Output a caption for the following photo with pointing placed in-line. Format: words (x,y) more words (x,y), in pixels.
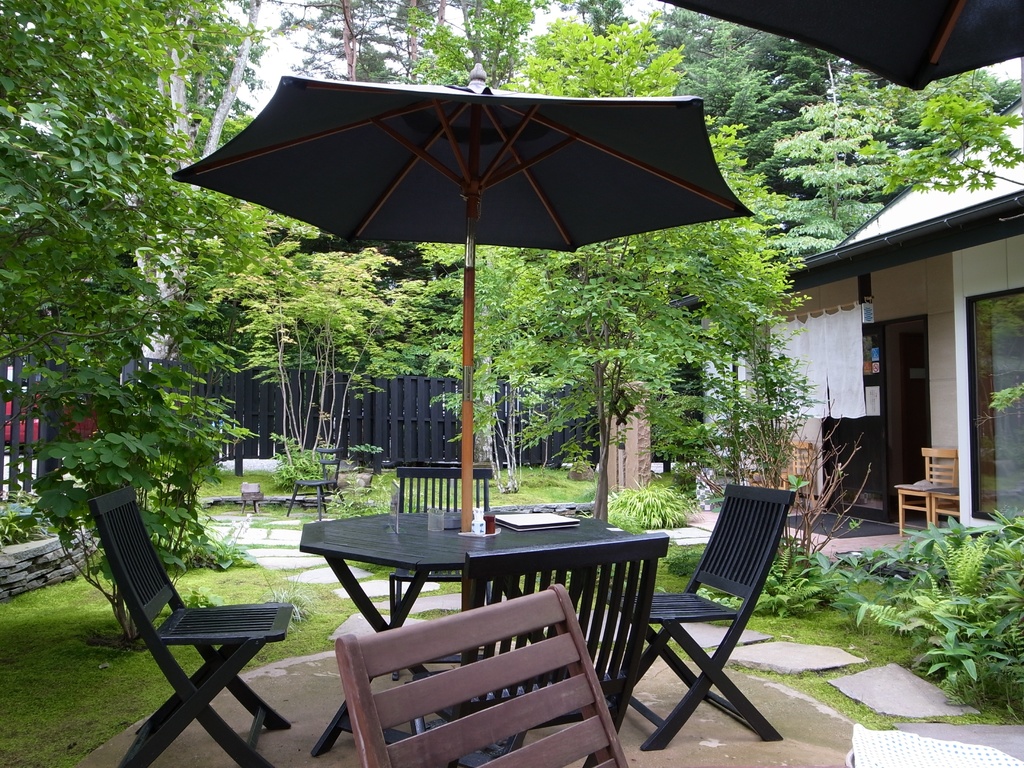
In this picture, we can see chairs (543,609) and a table (418,545) and on the table (452,536) there are some objects (523,520) a pole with umbrella (429,176). Behind the table (480,538) there are plants (676,416), grass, bricks (53,579), house (810,419), trees (671,434) and sky (273,58).
